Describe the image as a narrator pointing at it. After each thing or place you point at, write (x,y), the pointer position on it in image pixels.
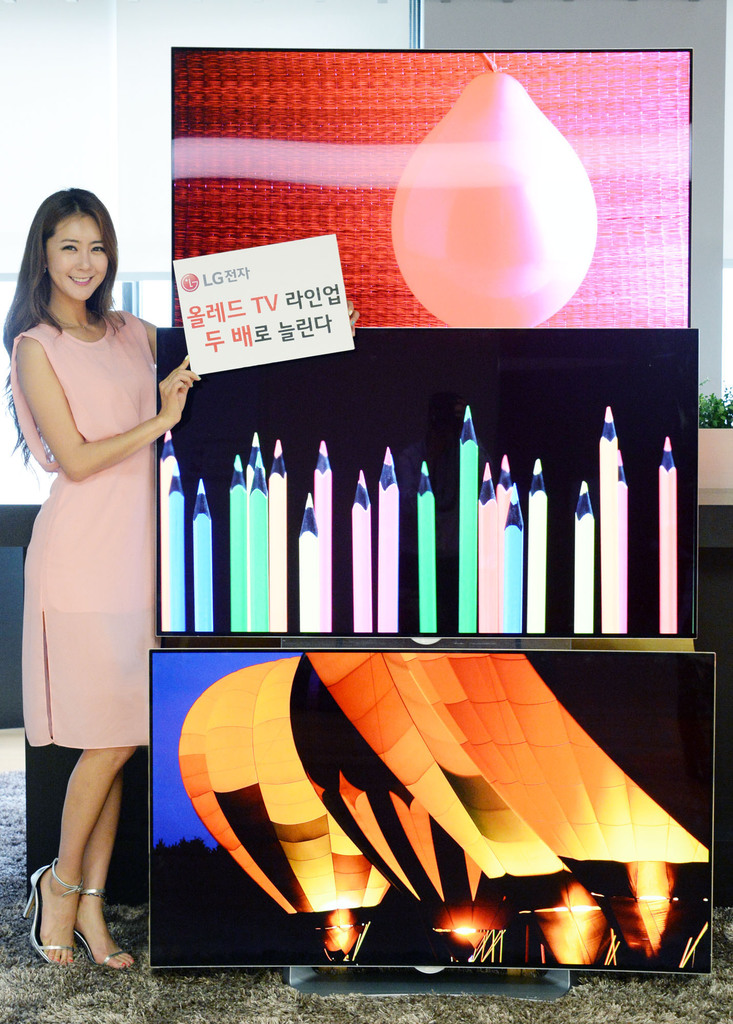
As we can see in the image in the front (441,480) there are televisions (351,472). On the left side (93,520) there is a woman (88,569) wearing pink color dress (89,548). In the background (88,51) there is white color wall (149,42).
